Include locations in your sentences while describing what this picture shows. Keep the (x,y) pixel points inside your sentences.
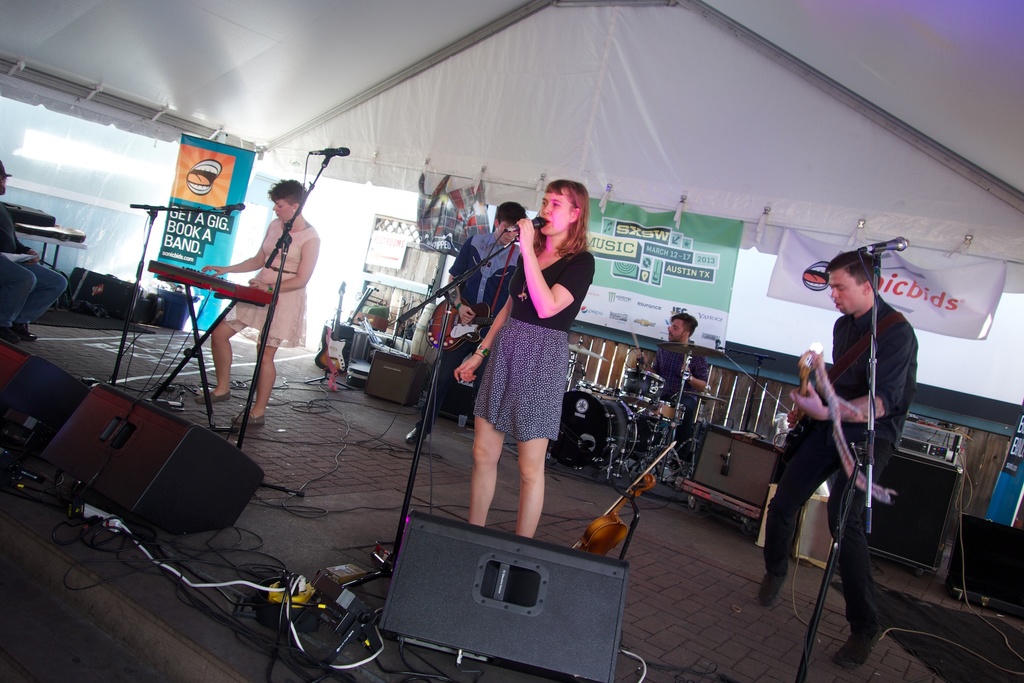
In this image few persons (20,268) are on the stage (217,405) having few objects (325,625) and few musical instruments (616,453). There is a woman (515,299) holding a mike stand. She is standing on the stage (63,335). Behind her there is a person (472,300) holding a guitar (438,321). Left side (287,328) there is a woman (276,322) playing a piano (174,277). Before her there is a mike stand (267,265). Right side (793,488) there is a person (825,446) holding a guitar (808,364). Before him there is a mike stand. A person (690,330) is sitting. Before him there is a musical instrument (626,429). They are under a tent (925,184). Left side (58,274) a person (11,285) is sitting on the chair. Few banners (990,304) are attached to the tent (685,184).
